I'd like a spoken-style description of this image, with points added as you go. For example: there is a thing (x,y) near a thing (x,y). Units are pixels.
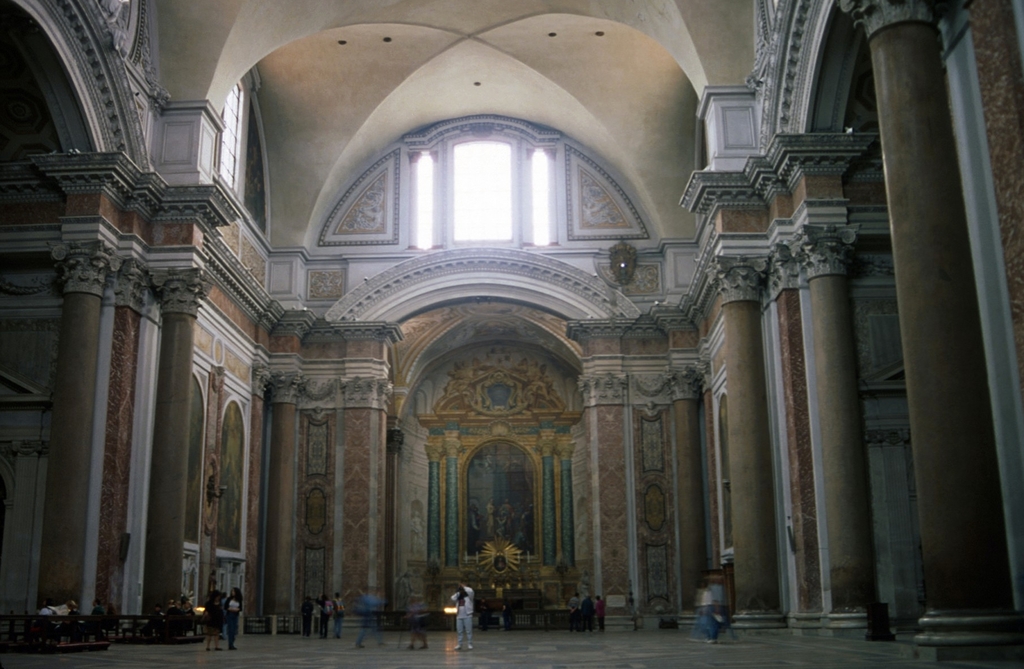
In the picture I can see people (232,648) walking on the floor (753,668), I can see pillars (946,380), the wall (465,298), statues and the ventilators (547,233) in the background (565,215).
